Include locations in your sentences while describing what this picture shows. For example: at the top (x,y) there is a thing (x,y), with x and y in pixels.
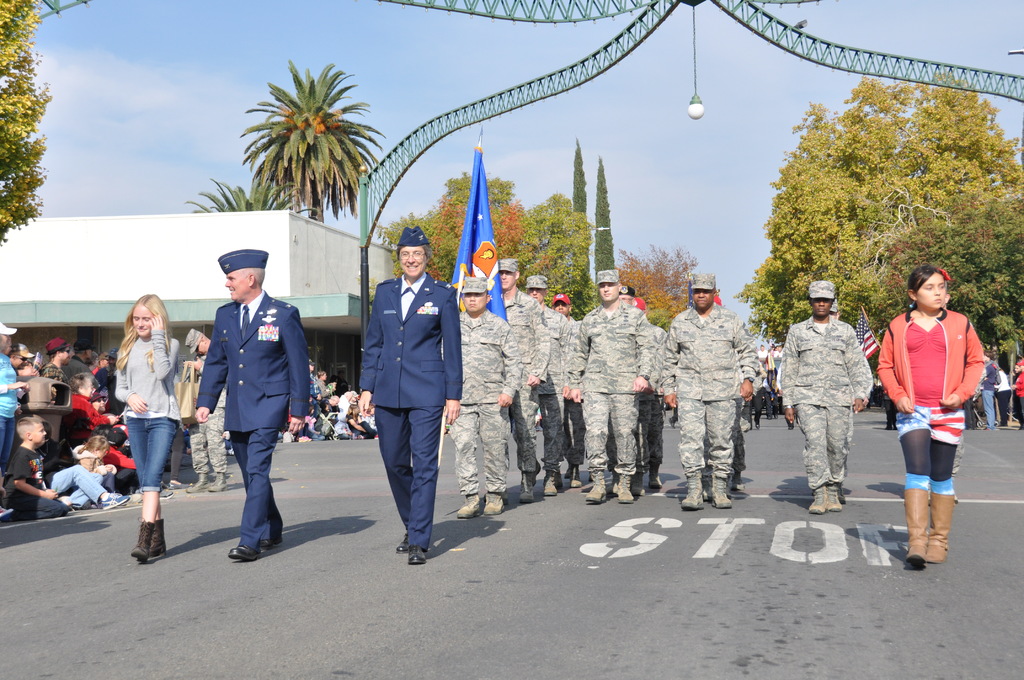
In this image there are few people (962,417) walking on the road (579,584), behind them there are a few people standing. On the left side of the image (99,399) there are few spectators (93,400) and there is a building (289,249). At the top of the image (436,141) there is a metal structure (503,106). In the background (647,218) there is the sky (681,200).
